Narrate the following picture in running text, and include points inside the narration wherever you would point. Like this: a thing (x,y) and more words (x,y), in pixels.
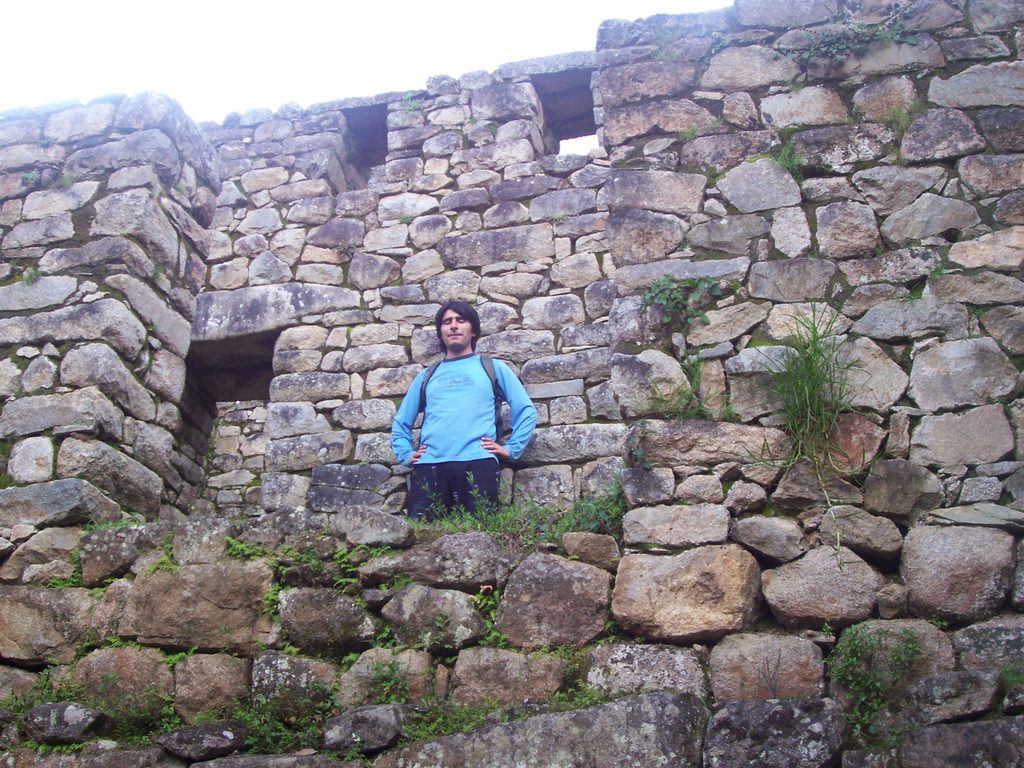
This is the picture of a person (477,441) who is on the rocks (113,506) and behind there is a big rock wall (380,435) and some other plants (466,509).
